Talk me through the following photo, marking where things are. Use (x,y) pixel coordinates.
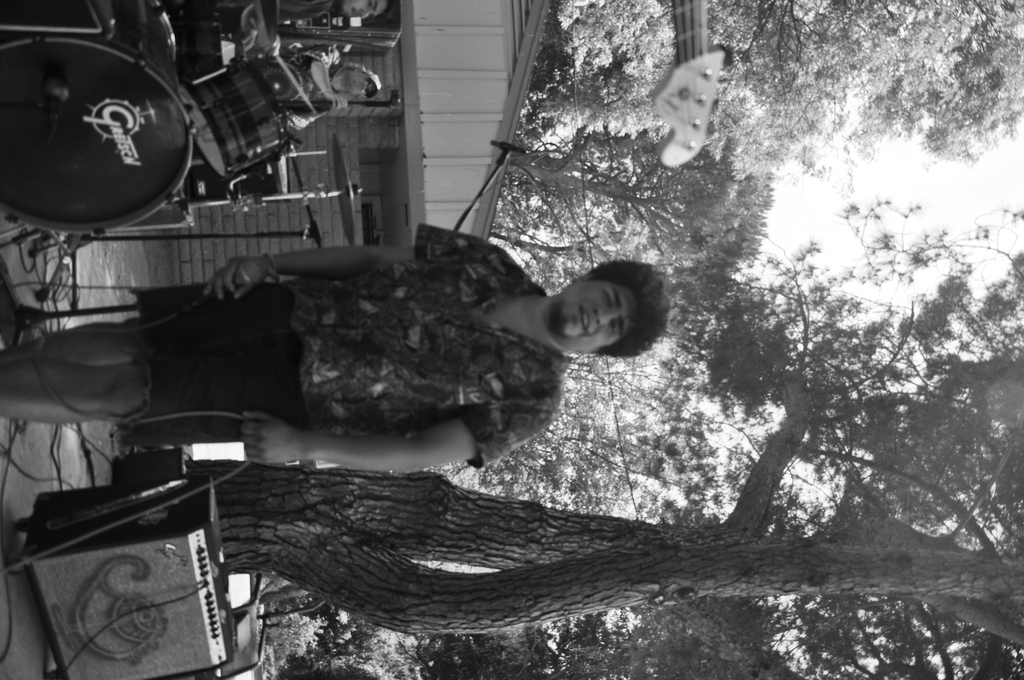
In the image we can see a man (327,388) standing, wearing clothes (307,379) and holding a cable wire (182,314) in his hand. These are the musical instruments (234,82), building (461,92), trees (774,447) and a sky (977,223).
